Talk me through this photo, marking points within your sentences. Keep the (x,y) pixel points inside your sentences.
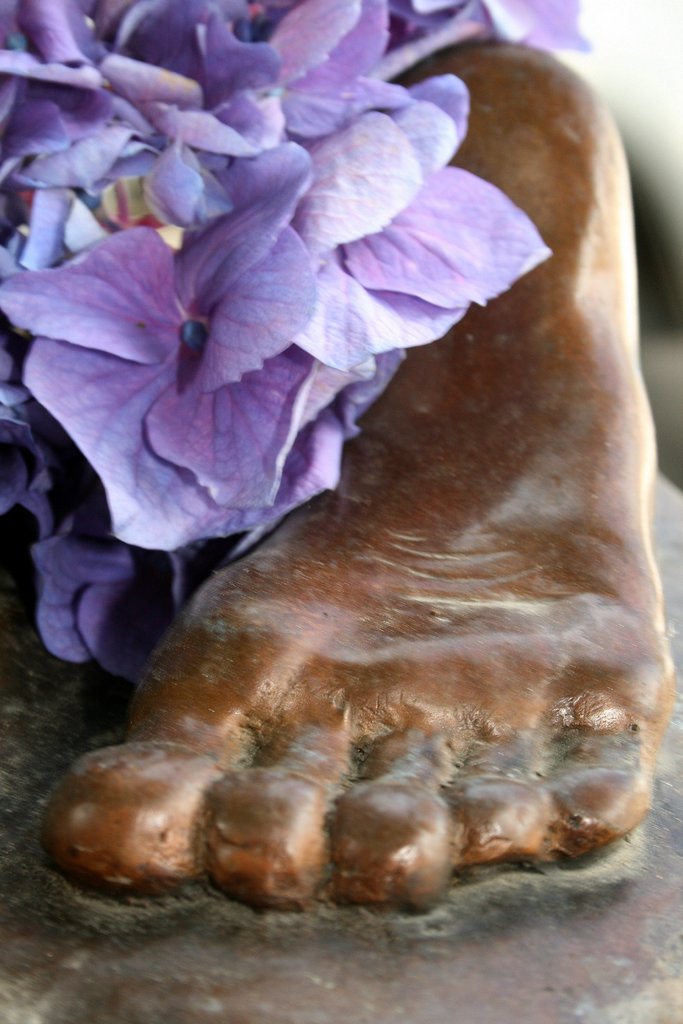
In this image we can see the sculpture (410,681) of a person's leg (379,726) with some flowers (405,315) on it.
